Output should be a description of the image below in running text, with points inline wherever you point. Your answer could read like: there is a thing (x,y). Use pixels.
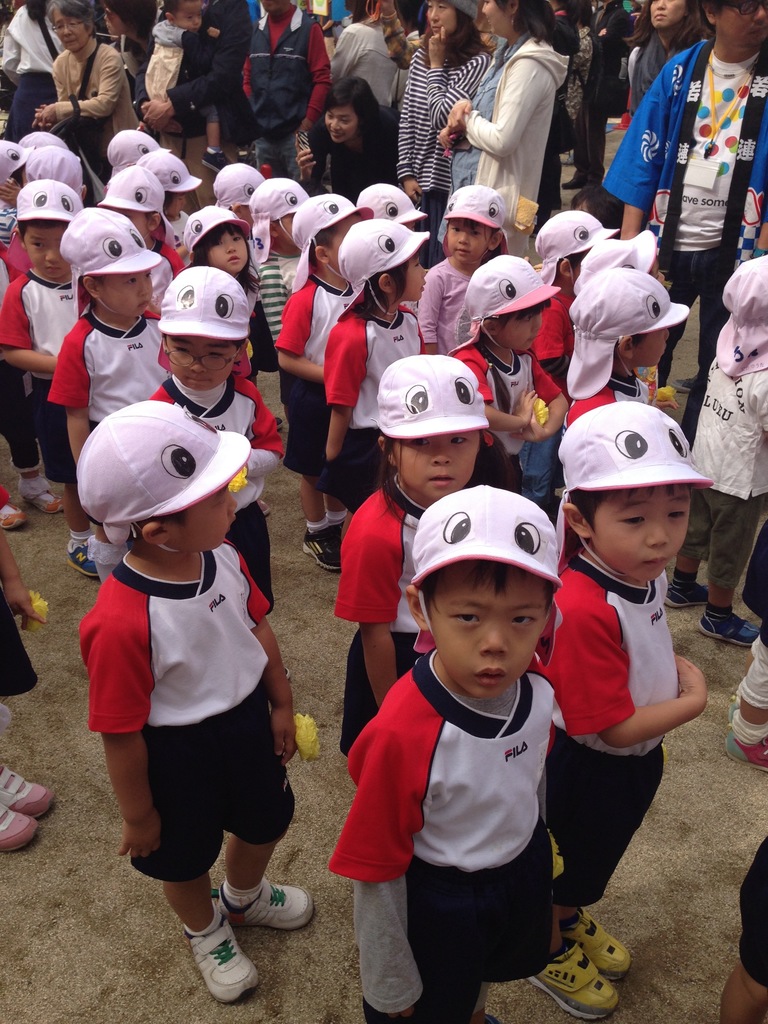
In this image we can see some group of kids (426,649) wearing red and white color T-shirt (430,784), black color short (241,711), pink color cap (207,427) standing and in the background of the image (458,131) there are some group of persons (415,122) standing.
